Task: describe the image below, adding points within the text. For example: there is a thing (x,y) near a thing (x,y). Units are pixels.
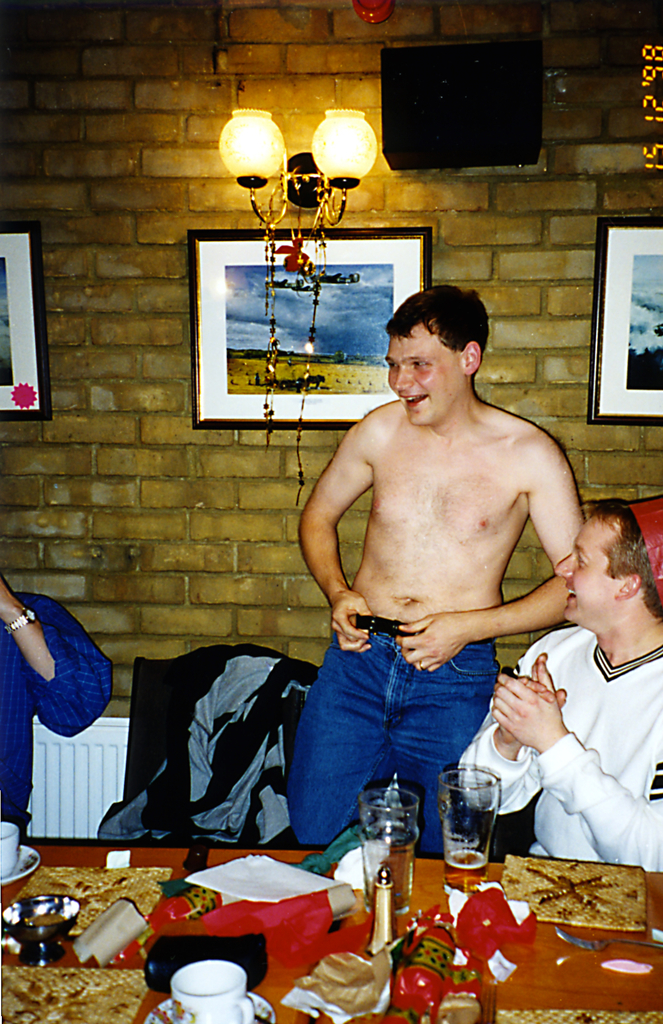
In this image we can see some people (426,608). In that a man (385,699) is standing holding a belt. We can also see a table (542,980) beside them containing some bowls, a cup (207,972) with a saucer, papers (240,881), bottles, a fork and some glasses (392,881) with beer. On the backside (249,513) we can see some photo frames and a lamp (346,169) hanged to the wall (262,505).
